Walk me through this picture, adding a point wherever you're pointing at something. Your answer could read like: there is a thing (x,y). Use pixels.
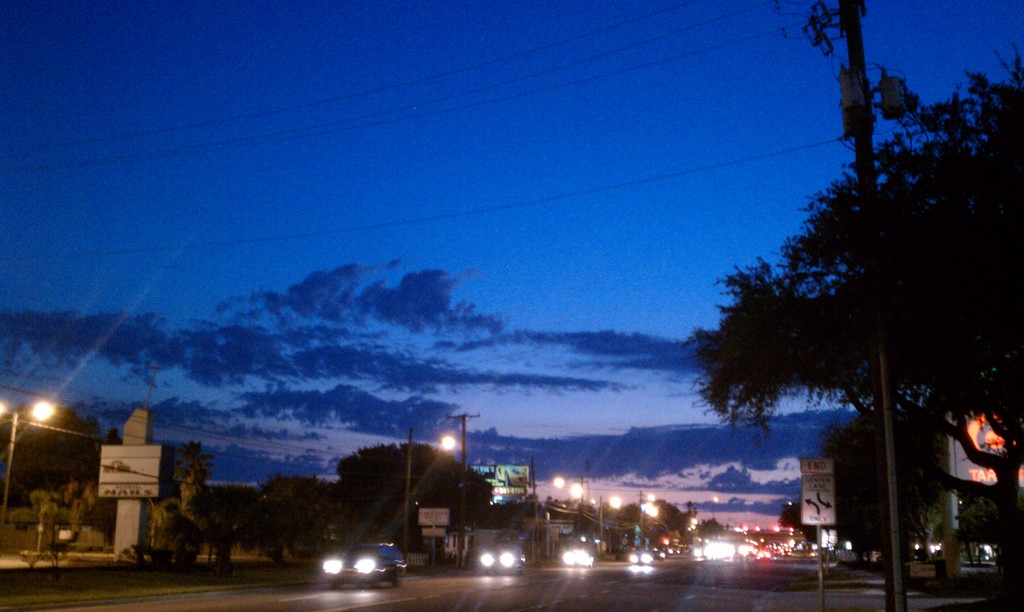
In the foreground of the image (407,575) we can see a road (436,575), cars (396,576), street lights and trees (872,520). In the middle of the image (472,207) we can see the sky (544,303) and a tree (893,301). On the top of the image (422,132) we can see the sky (446,80) and current wires (586,62).
